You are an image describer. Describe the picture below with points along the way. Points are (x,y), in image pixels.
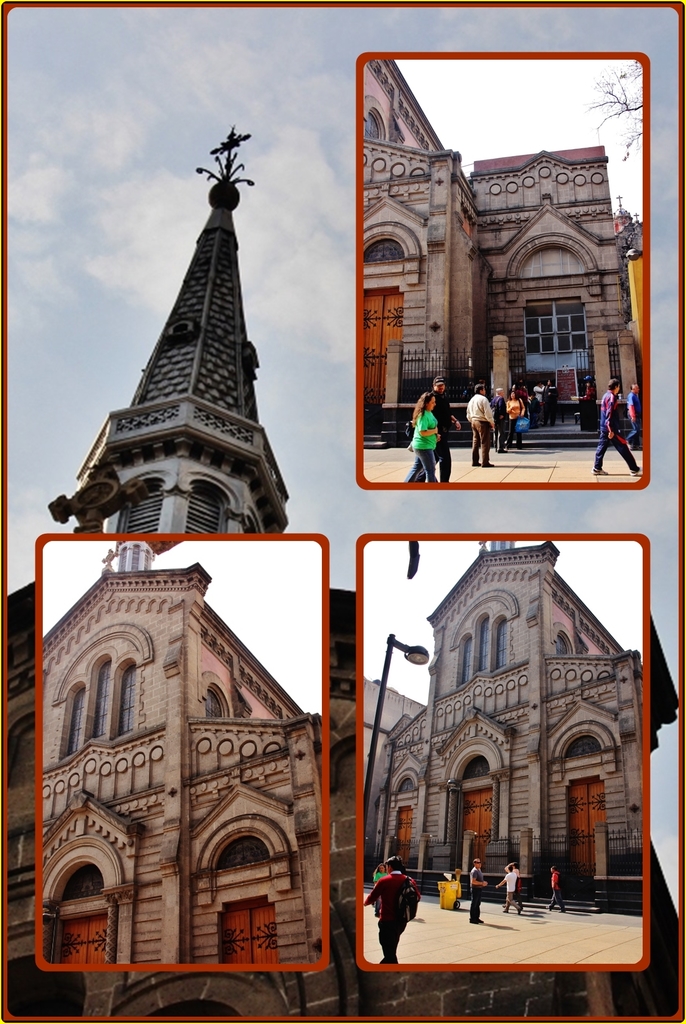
It is an edited image, there is a monument (205,347) and on the picture of the monument (160,756) there are other three pictures (429,434), they are different parts (408,750) of the monument (499,680), in the first and third image there are few people (517,440) in front of the monument (118,648).
